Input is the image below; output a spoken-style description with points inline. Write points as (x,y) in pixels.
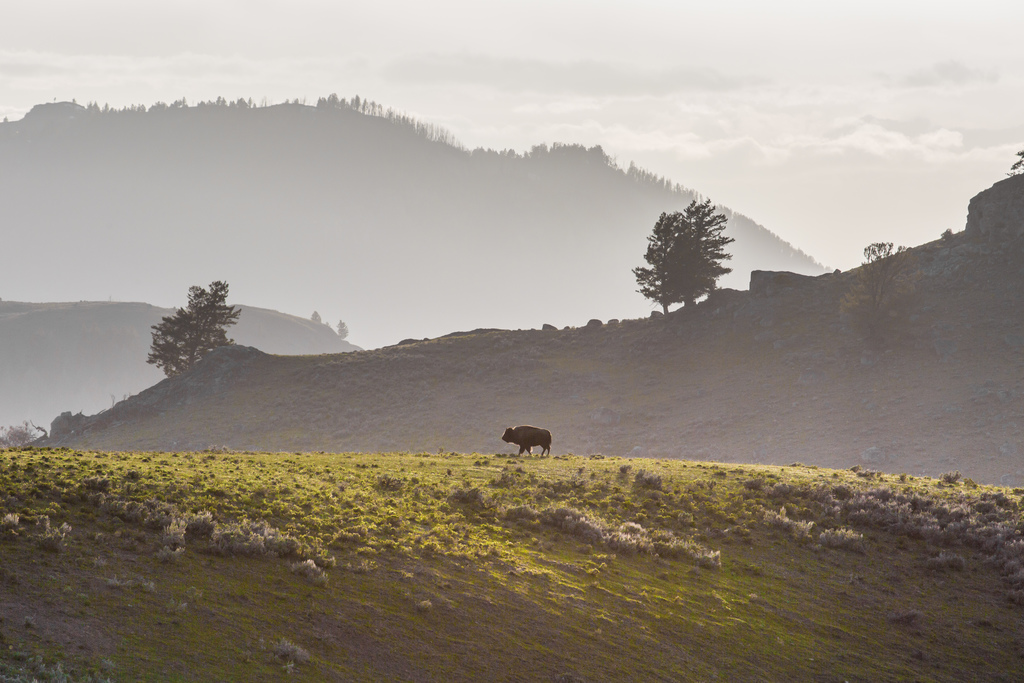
In this image we can see an animal (536,445) which is walking and at the background of the image (396,354) there are some trees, mountains (359,315) and cloudy sky (686,168).
